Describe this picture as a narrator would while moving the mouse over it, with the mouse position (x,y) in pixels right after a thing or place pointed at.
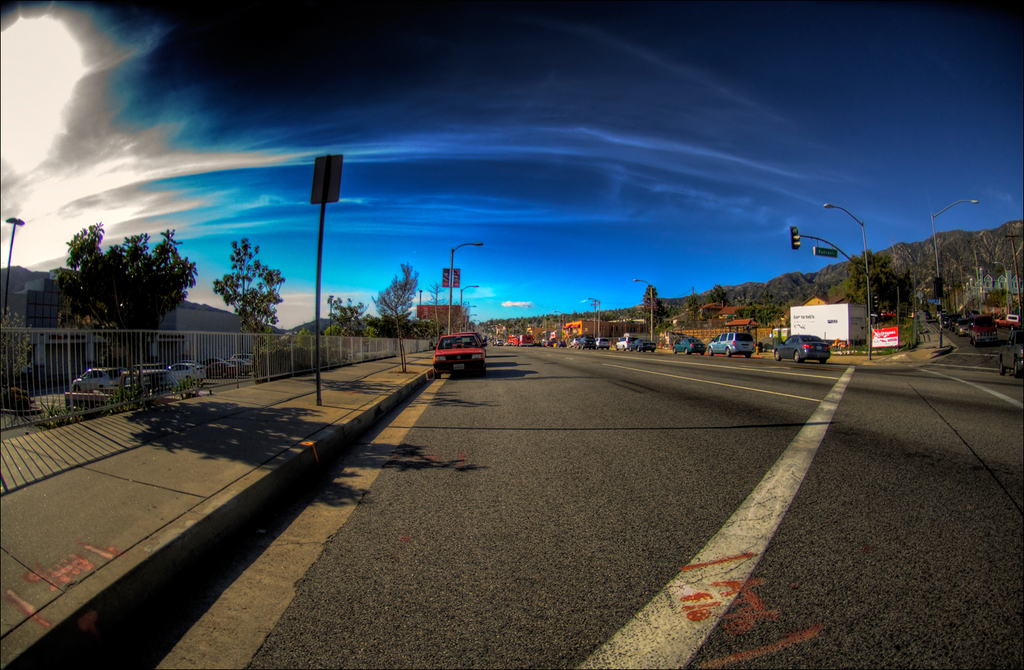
In this image I can see roads (768,469) and on these roads (878,405) I can see white lines (714,381). I can also see number of poles (452,286), boards (819,252), street lights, signal lights (792,228) and I can see number of vehicles (796,348) on road (655,396). I can also see something is written on these boards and in the background (81,318) I can see number of trees (95,306), buildings (51,339), shadows (268,494) and the sky (565,215).
